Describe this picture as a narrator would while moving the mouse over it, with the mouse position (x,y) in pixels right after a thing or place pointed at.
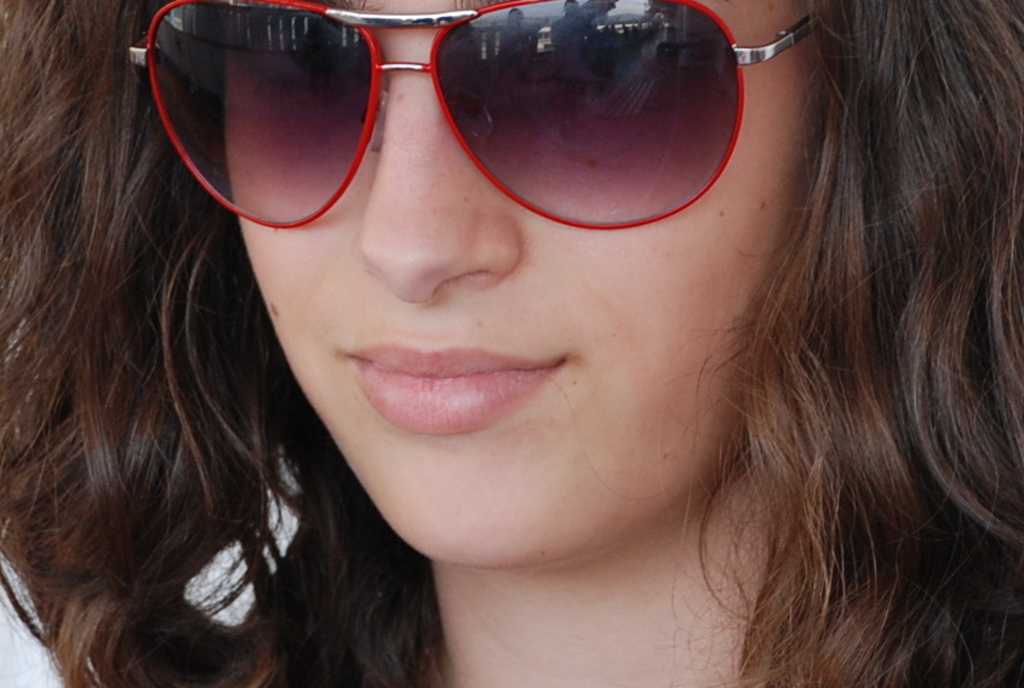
In this image we can see a lady (633,451) wearing goggles (364,136).
